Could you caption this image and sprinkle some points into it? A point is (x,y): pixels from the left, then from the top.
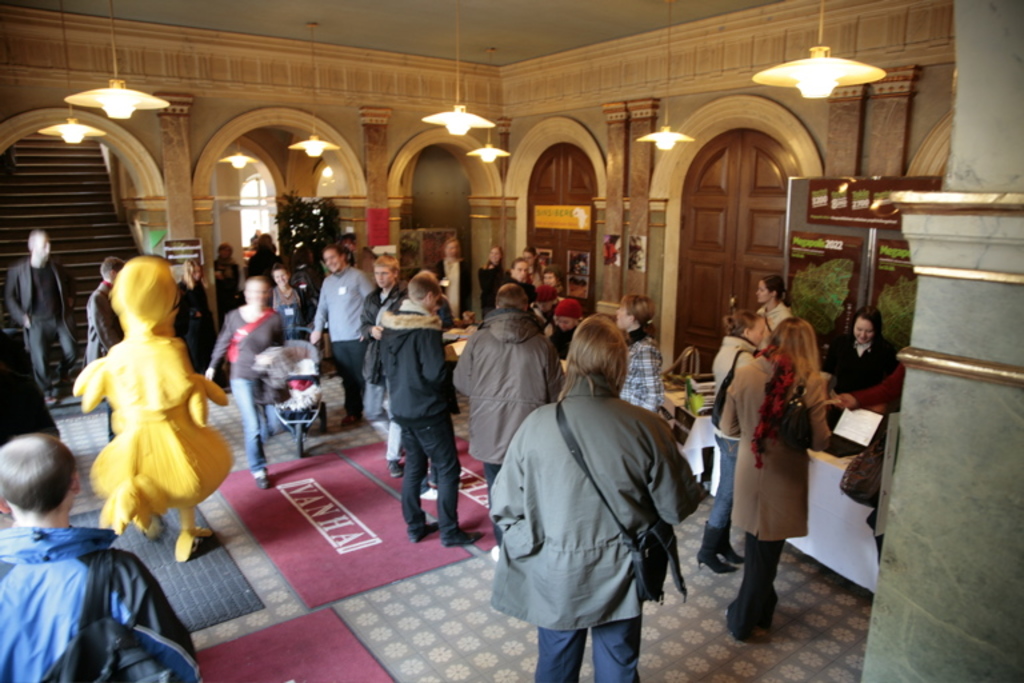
In this picture we can see a group of people (545,544), stroller (302,433), carpets (350,517), lights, pillars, bags (636,552), doors (694,234) and some objects (679,394) and in the background (68,218) we can see steps (87,227).
